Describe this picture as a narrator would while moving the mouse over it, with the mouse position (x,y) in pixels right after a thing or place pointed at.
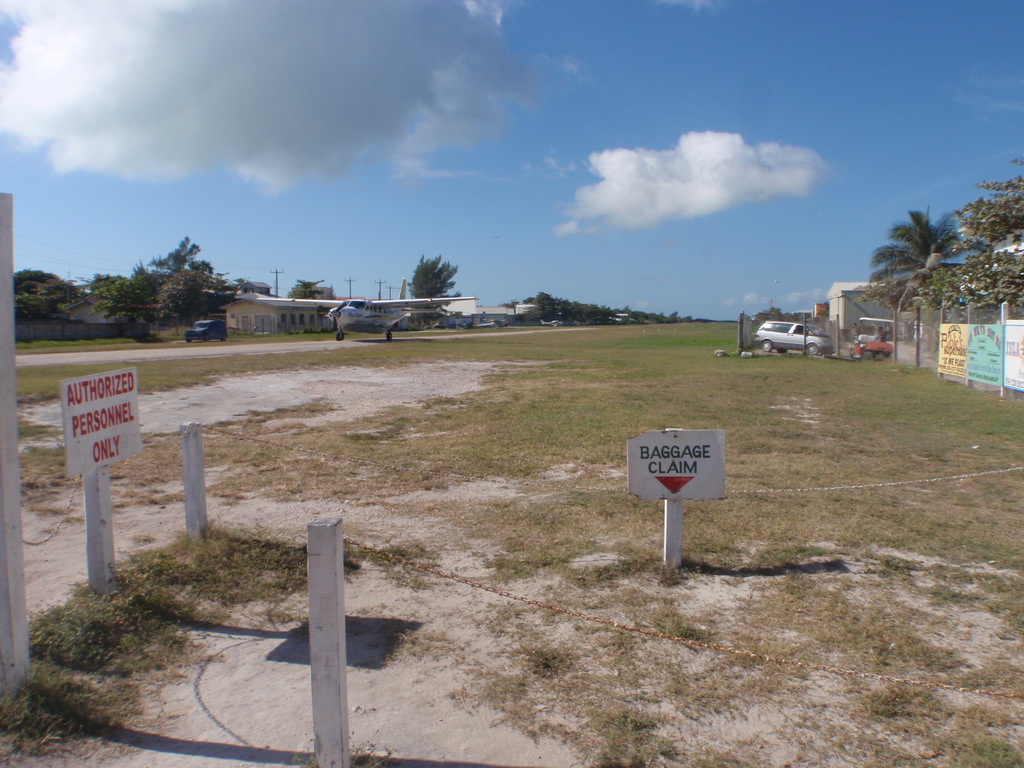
In this image I can see few white colored poles (332,551), two boards (109,449) attached to the poles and some grass (572,481) on the ground (560,498). In the background (368,317) I can see an aircraft (360,300), few vehicles (189,336) on the ground (797,353), the wall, the fencing (834,335), few trees (936,249), few buildings (246,317), few poles (276,283) and the sky (294,197).
